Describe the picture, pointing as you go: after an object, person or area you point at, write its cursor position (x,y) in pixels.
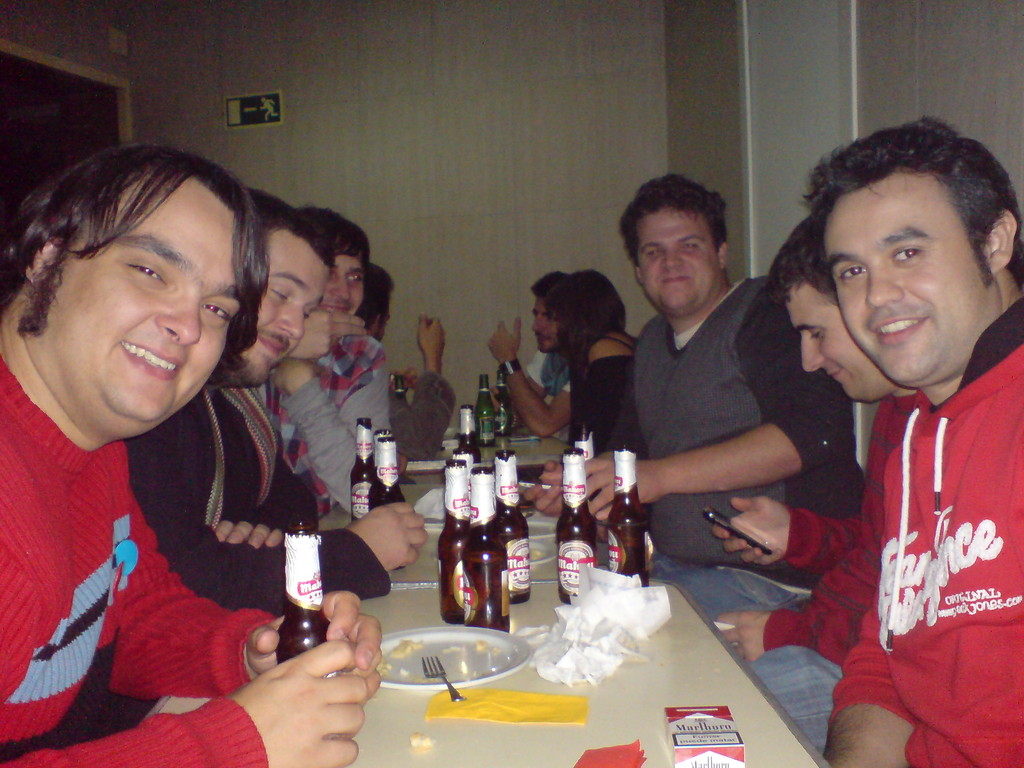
It looks like a party there is a long table (551,602) on which lot of Bottles (495,623) and some food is kept, on the other side of the tables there are group of people (357,248) sitting in the background (455,119) there is a wall (285,88) and exit door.
